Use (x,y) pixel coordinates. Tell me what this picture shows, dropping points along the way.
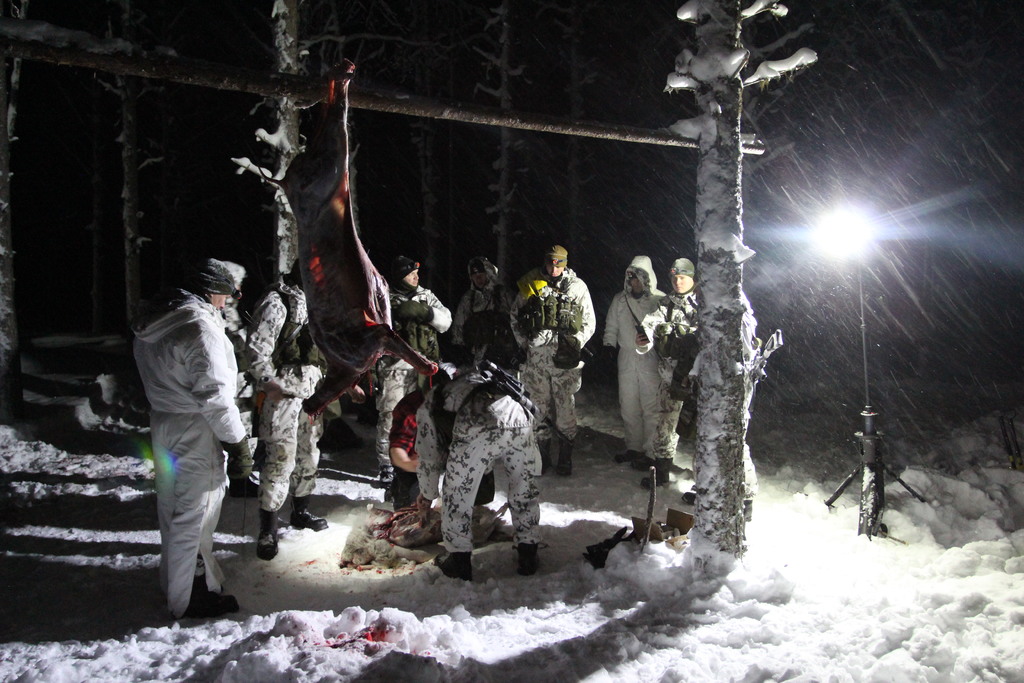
In the center of the image (530,422) there are persons (283,424) standing on the snow (362,493) and we can see meat (323,124) hanged to the stick (281,90). In the background (630,62) we can see trees (699,517) and snow (375,489). On the right side (875,487) there is a light (873,506).
